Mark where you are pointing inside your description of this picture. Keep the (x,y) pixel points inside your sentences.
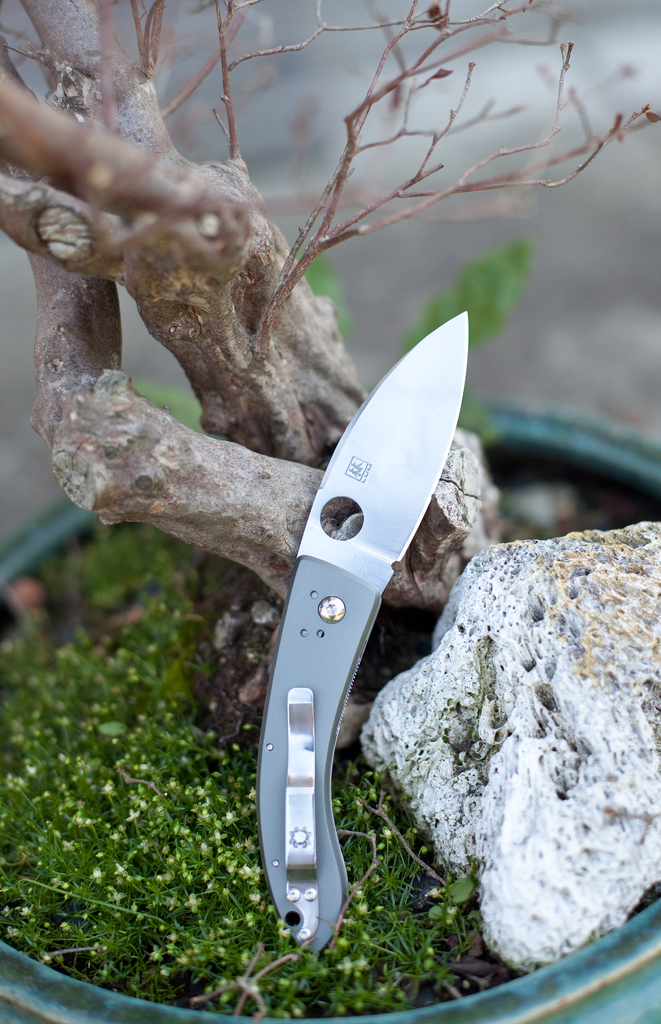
This is the picture of a tree (239,420), rock (413,718), knife (454,344) and some plants (243,872) to the side.
